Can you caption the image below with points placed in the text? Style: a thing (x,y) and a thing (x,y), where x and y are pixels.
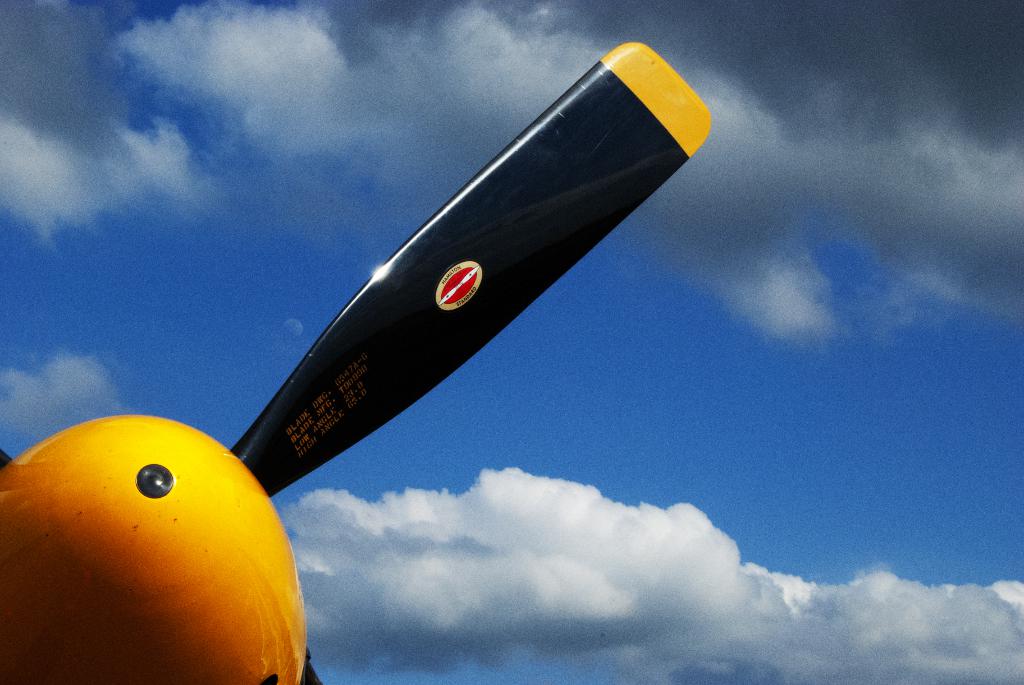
In this picture we can see fan (401,245) of an airplane (178,469), and we can find clouds (579,552).
